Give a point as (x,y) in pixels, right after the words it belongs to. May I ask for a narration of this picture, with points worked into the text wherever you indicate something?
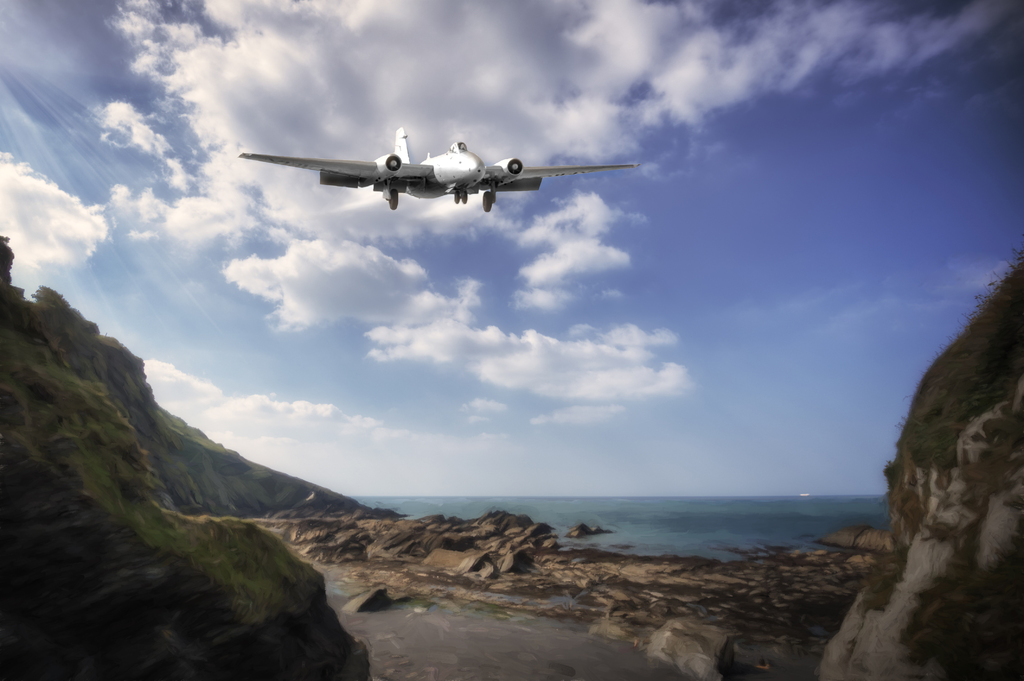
In the picture we can see a surface (543,534) with rock surface hill slopes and behind it we can see the ocean water (694,533) which is blue in color and in the air we can see an air craft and behind it we can see the sky (435,220) with clouds (273,149).
